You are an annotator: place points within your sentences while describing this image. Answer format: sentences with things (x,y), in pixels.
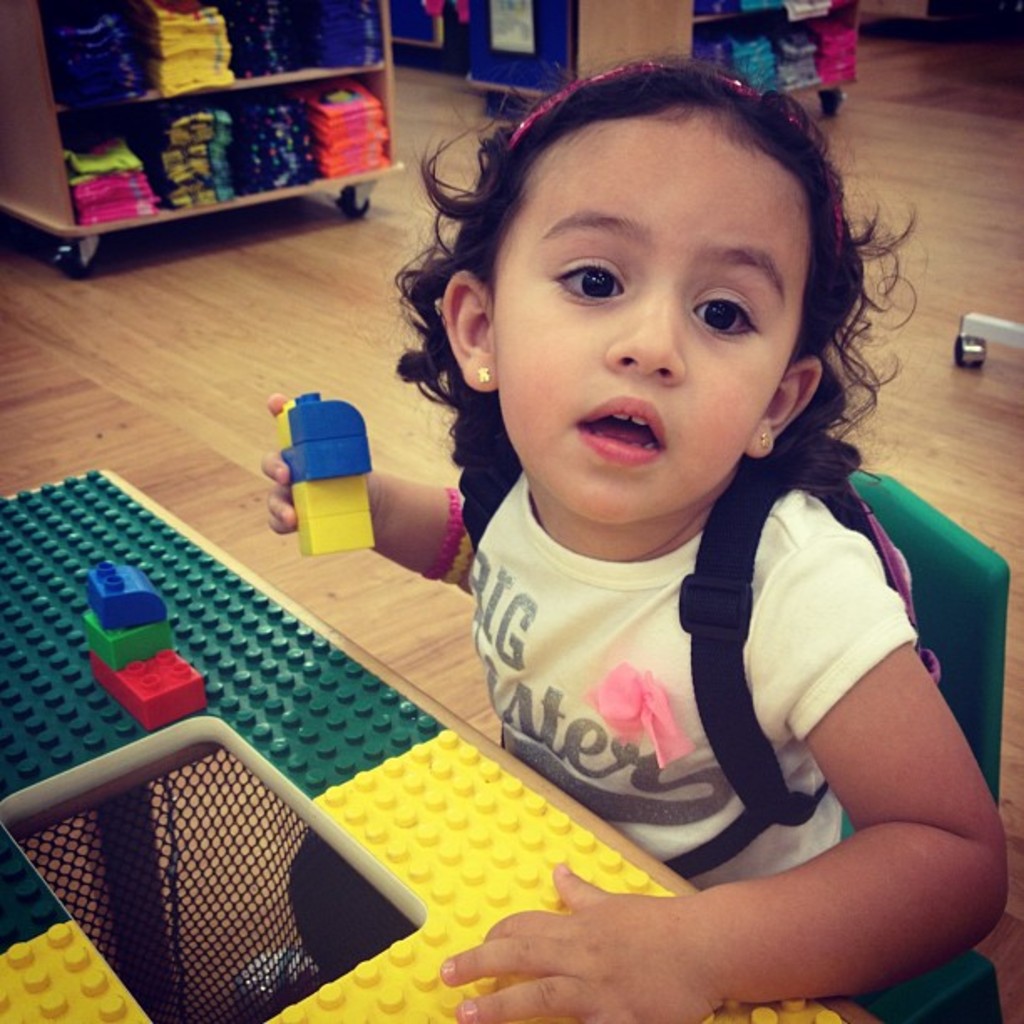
In the image we can see there is a girl (574,530) sitting on the chair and carrying backpack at the back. She is holding blocks (336,494) in her hand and on the table (353,708) there are blocks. Behind there are clothes (331,62) kept in racks (838,88).
